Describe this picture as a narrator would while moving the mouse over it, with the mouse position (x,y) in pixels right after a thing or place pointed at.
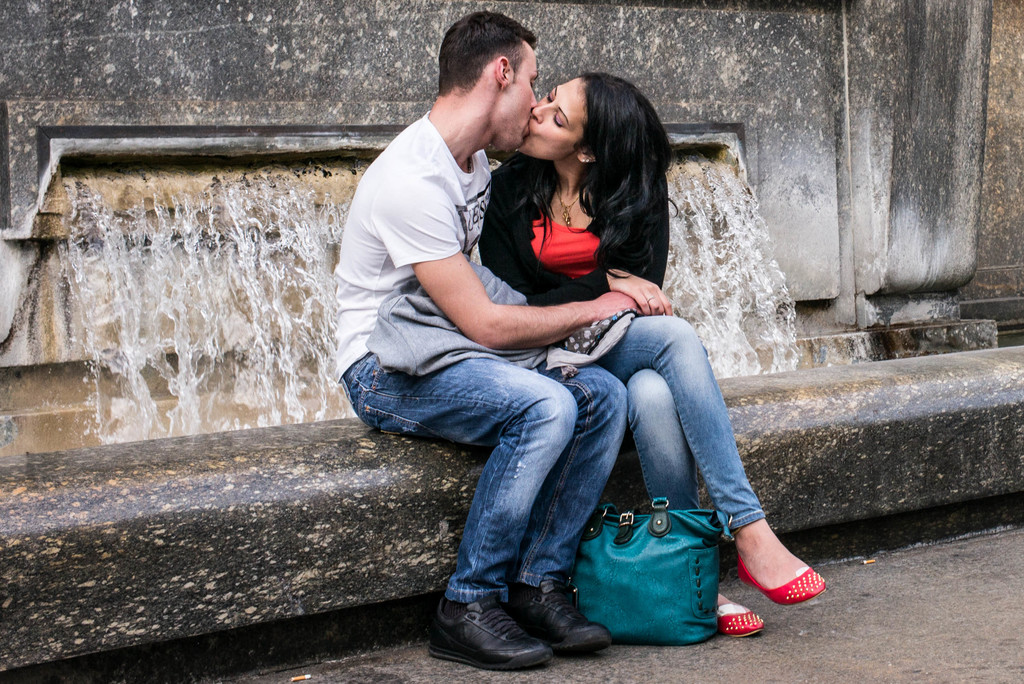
In this picture we can see two people (571,271) kissing each other, we can see a carry bag (622,537) in the bottom (651,571), in the background (208,430) we can see a water fountain (240,459) and a wall (202,110).
